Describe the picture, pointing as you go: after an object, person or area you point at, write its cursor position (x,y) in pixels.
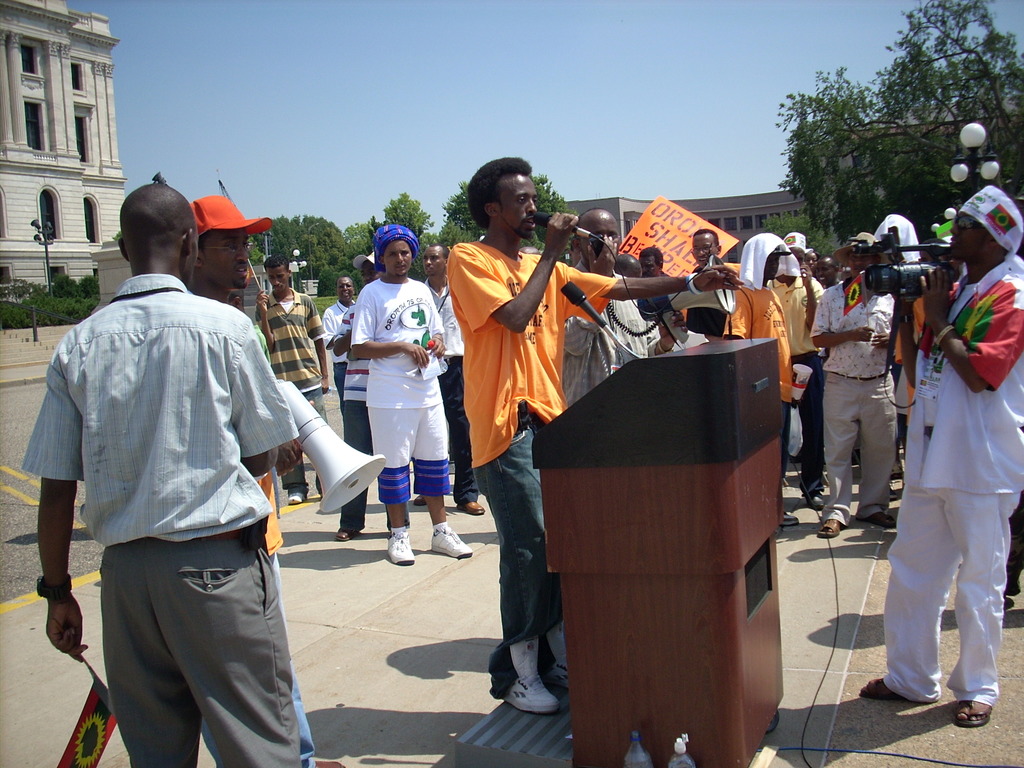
There are people (135,379) standing and this man (506,479) holding a microphone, in front of this man (543,361) we can see podium (620,387) with microphone (586,304), right side of the image (921,674) there is a man (958,557) holding a camera (900,249). In the background (268,142) we can see buildings (107,206), trees (856,189), lights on poles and sky (179,53).
